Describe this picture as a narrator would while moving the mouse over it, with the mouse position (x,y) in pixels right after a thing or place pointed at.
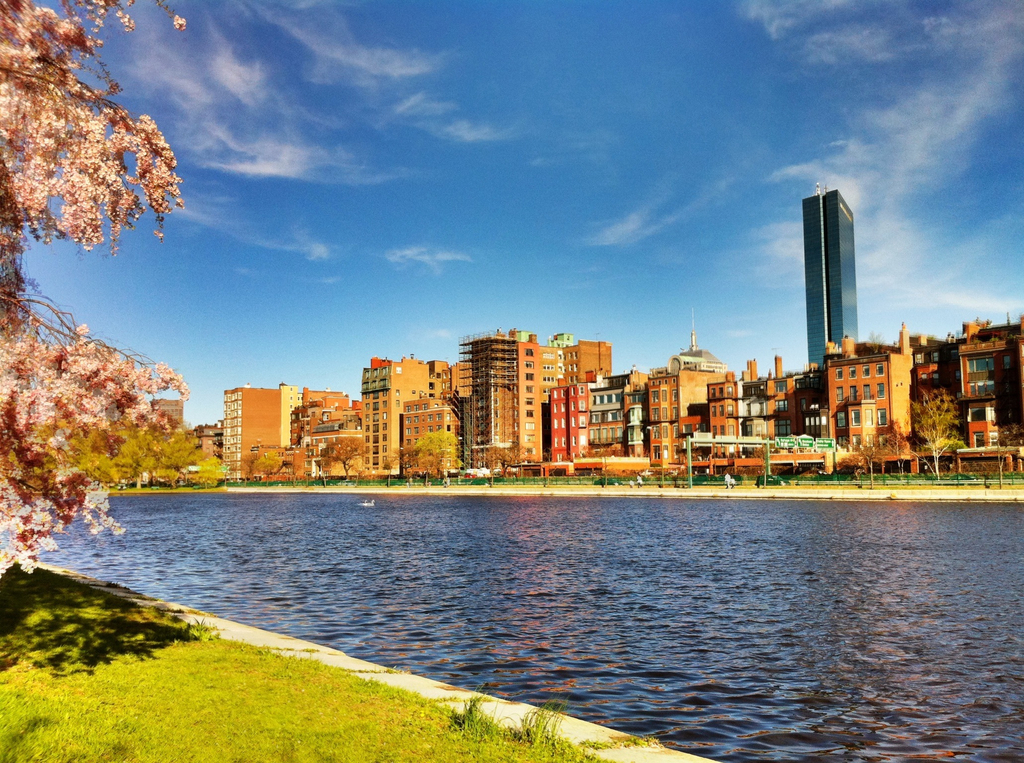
In this image there are few buildings (266,438), few trees (157,452), grass (229,736), few people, water (536,549) and some clouds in the sky (736,367).
